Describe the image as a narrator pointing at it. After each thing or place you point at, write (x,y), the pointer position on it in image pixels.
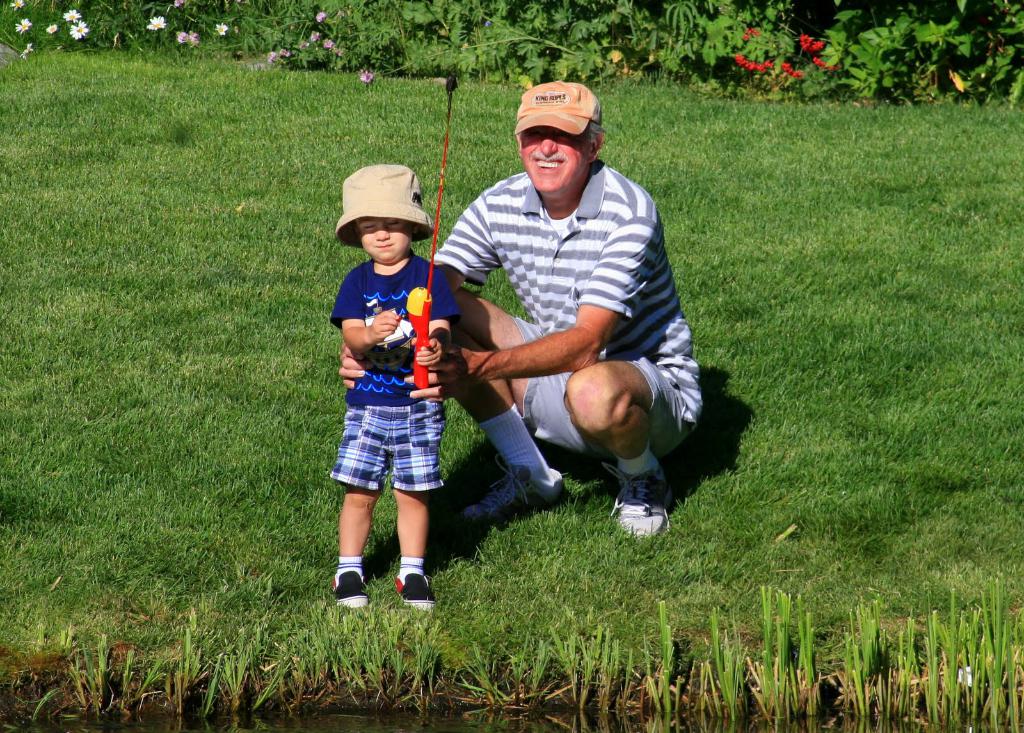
In the middle of this image (367,297), there is a person (591,221), smiling, squatting and holding a child (404,292) who is holding an object (413,304) and standing on the grass (521,594) on the ground (202,563). In front of them, there is water (579,731). In the background (890,19), there are plants (449,22). Some of them are having flowers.
